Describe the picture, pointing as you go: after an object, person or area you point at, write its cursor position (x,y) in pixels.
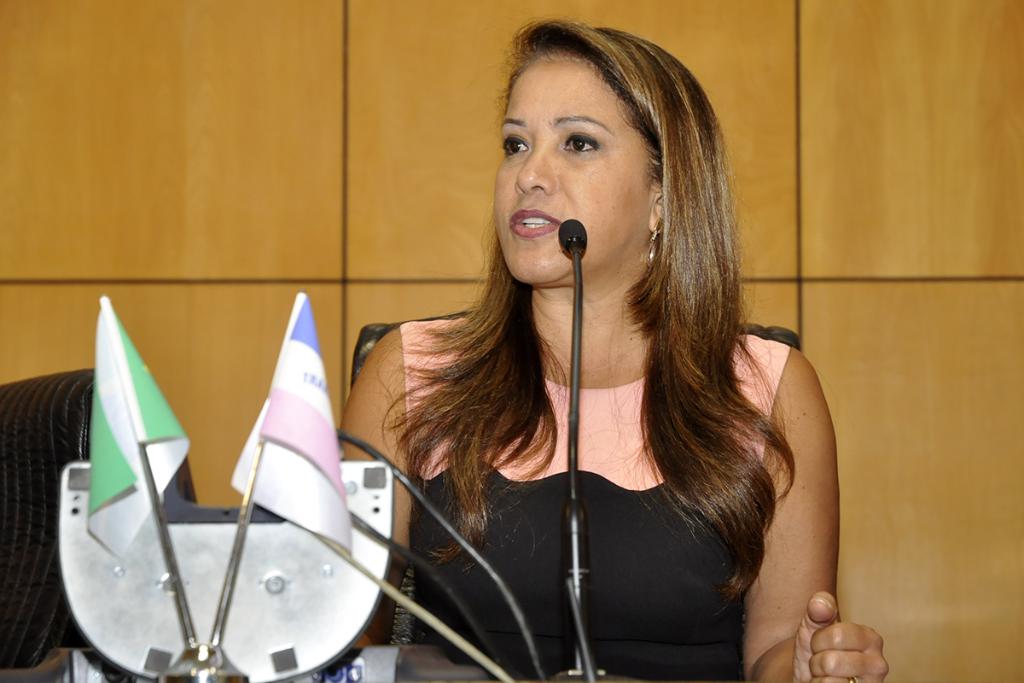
In this image in the foreground (568,101) there is one woman (542,150) talking, in front of her there is a mike (565,584) and some flags (156,446) and object (294,613). And on the left side (61,450) there is a chair (52,506), in the background (952,422) it looks like a wooden wall (830,173).
